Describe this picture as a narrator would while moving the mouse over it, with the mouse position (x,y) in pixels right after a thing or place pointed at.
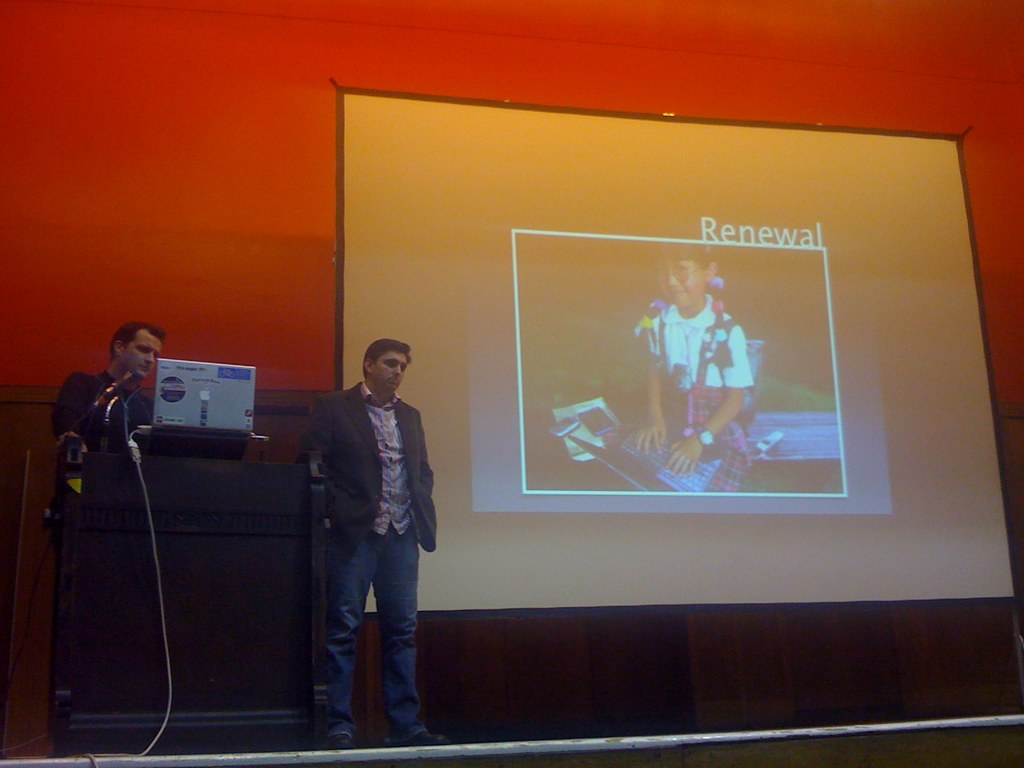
In this image two people (387,657) are standing on the stage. In front of them there is a dais (192,535). On top of it there is a laptop (196,399). Behind them there is a projector (641,451). At the back side (305,147) there is a wall (281,89).
